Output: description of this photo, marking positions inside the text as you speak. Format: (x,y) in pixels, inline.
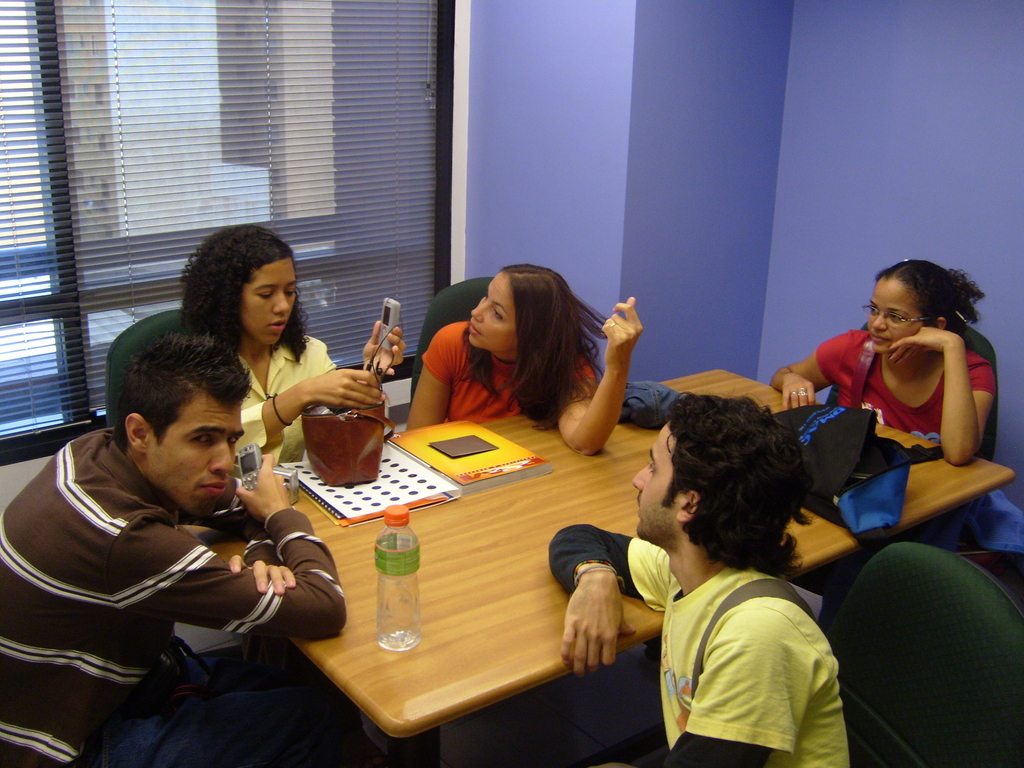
This is the picture of a room (439,512). In this image there are group of people (192,347) sitting on the chairs (857,766) and there are bags (354,481) and there are objects (429,477) on the table (527,620). At the back (335,88) there is a window blind (207,90) and there is a wall (695,336). Behind the window (230,161) there is a building (233,45). At the bottom (566,719) there is a floor (546,726).
